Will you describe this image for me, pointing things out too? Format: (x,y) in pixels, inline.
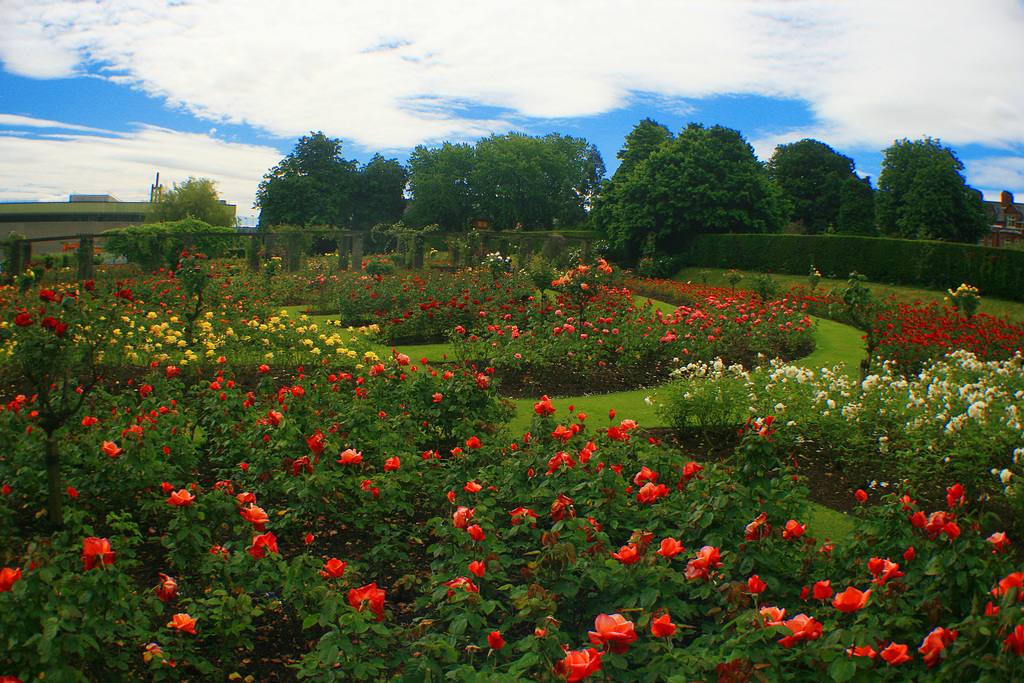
In the foreground of the picture (4,568) I can see the flowering plants (666,462) and green grass (643,303). In the background (677,235), I can see the trees (541,188) and buildings (27,224). It is looking like a walkway bridge construction (453,235). There are clouds (817,59) in the sky (771,44).
